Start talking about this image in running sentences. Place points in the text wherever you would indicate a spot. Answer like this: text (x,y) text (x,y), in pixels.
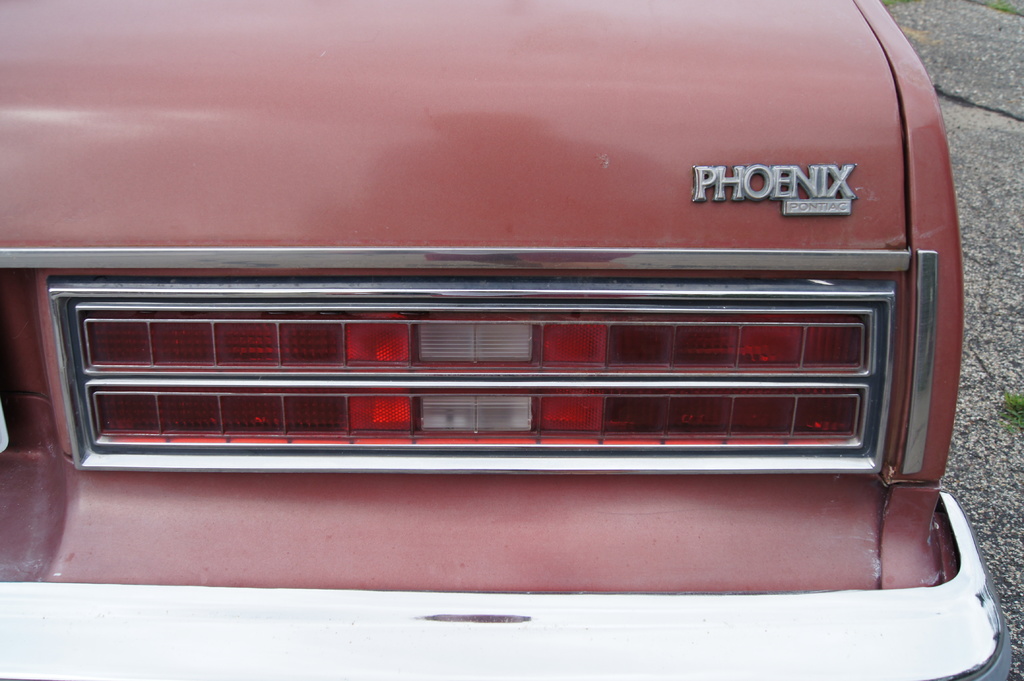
In this image I can see tail light (181,448) of a pink colour vehicle (705,202). On the right side of the vehicle (670,183) I can see something is written on it.
